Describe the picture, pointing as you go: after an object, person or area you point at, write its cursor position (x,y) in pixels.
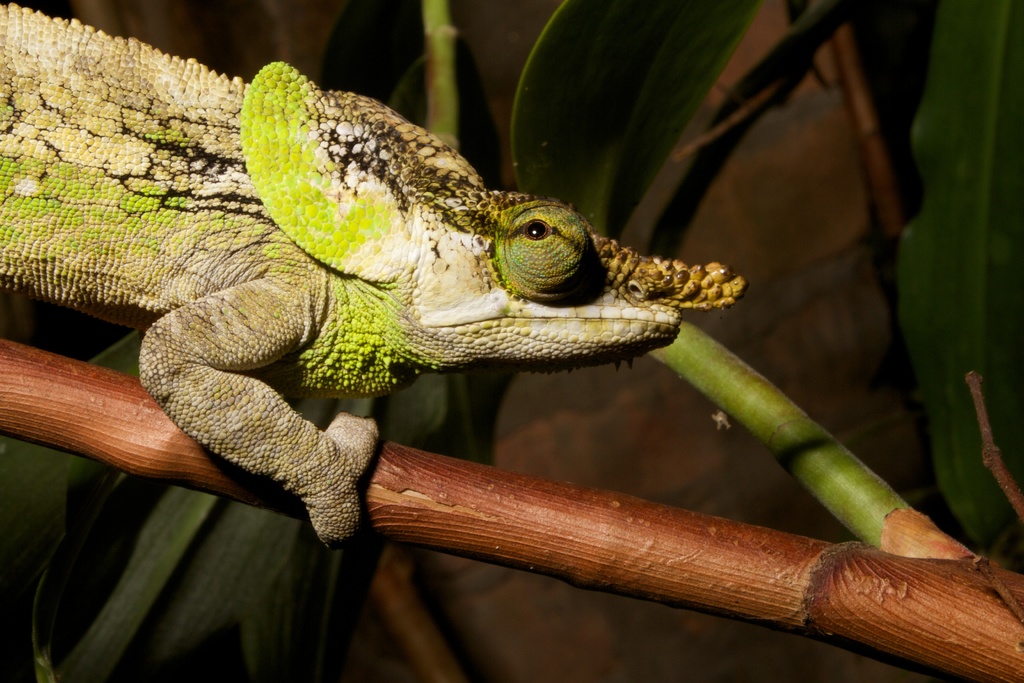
In this image I can see a reptile (332,219) which is in green, white and black color. It is on the stem (592,511). Background (819,278) is in brown and green color.
